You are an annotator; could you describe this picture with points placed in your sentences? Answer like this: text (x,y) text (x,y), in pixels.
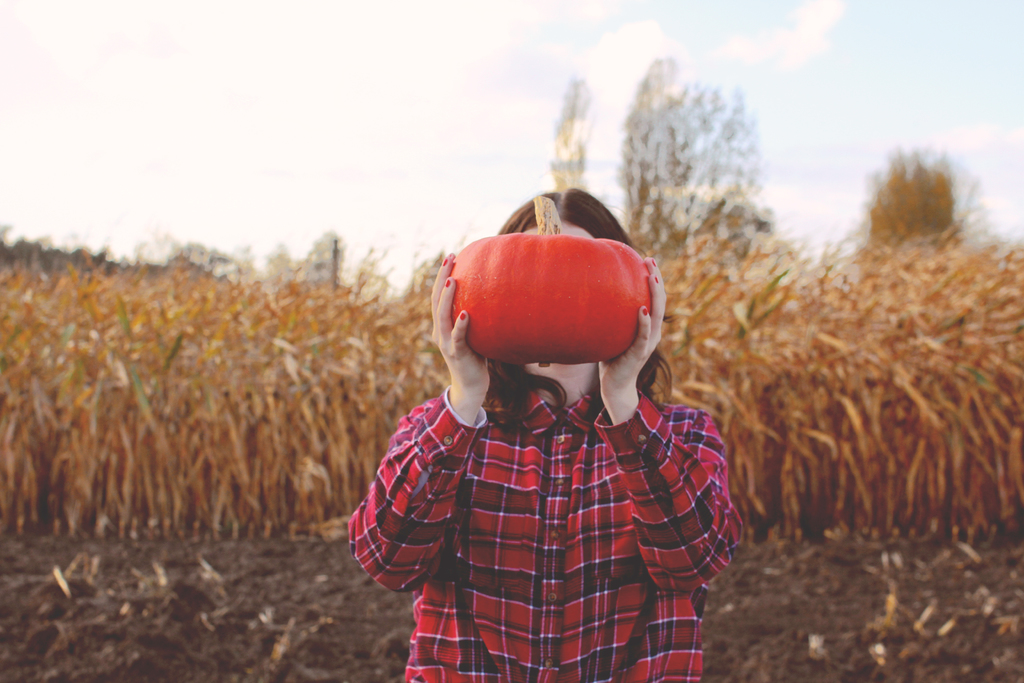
In this image I can see the person (511,557) holding some object (597,346) and the person (536,384) is wearing red color shirt (697,554). In the background (965,395) I can see the grass (910,412) in brown color and the sky (311,71) is in white color.
